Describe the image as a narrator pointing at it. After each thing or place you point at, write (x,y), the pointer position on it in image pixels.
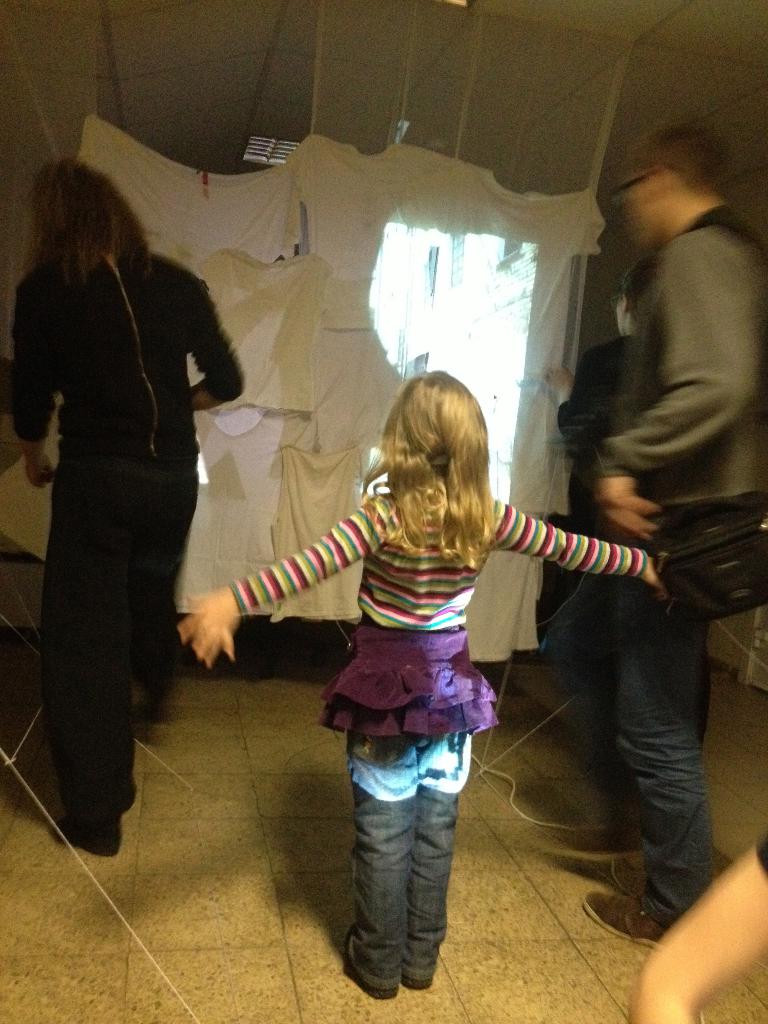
In the picture there are two people (62,541) walking near a cloth (291,278) and in front of that cloth (281,188) a girl (388,626) is standing by stretching her arms (197,619) wide.
